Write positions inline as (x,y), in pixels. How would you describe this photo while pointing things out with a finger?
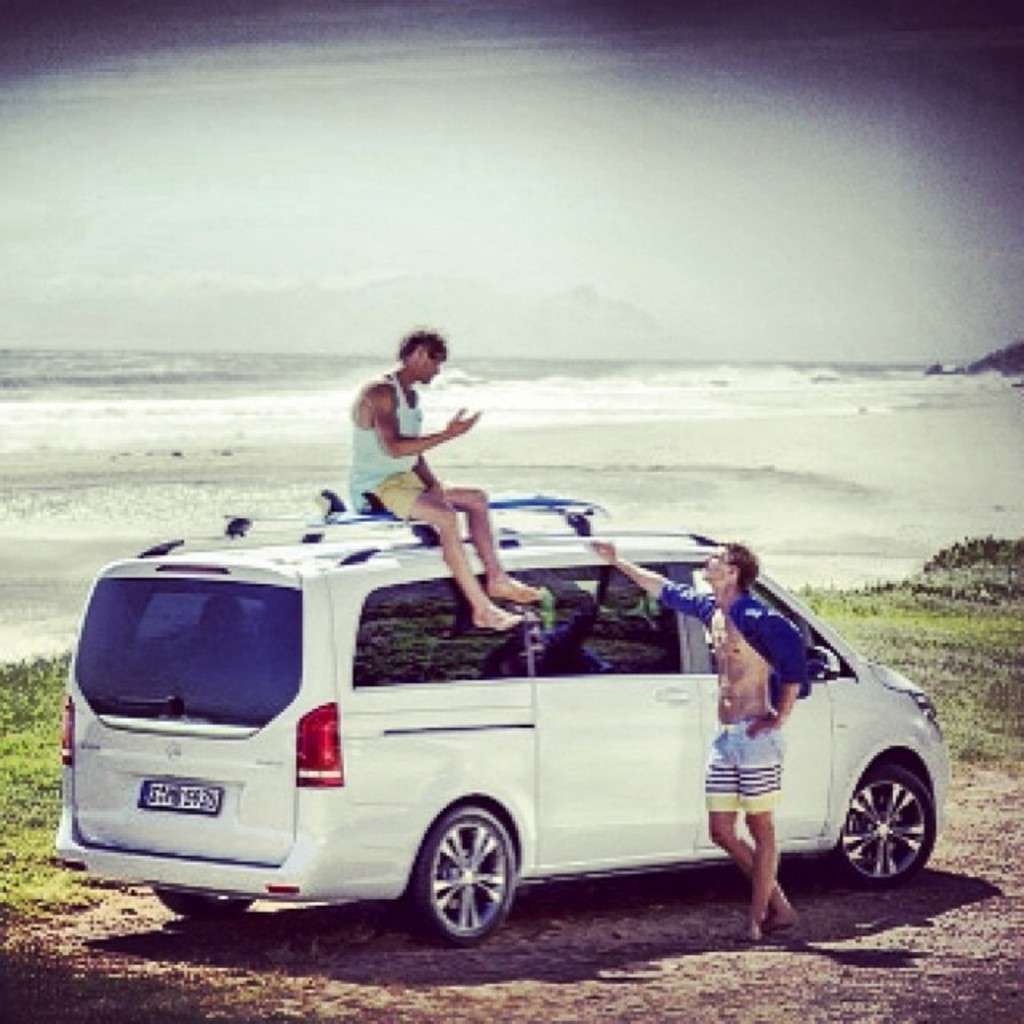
In this image we can see two people (475,615), one among them is sitting on the car (579,558) and the other one is standing beside it, in the background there is a sea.
